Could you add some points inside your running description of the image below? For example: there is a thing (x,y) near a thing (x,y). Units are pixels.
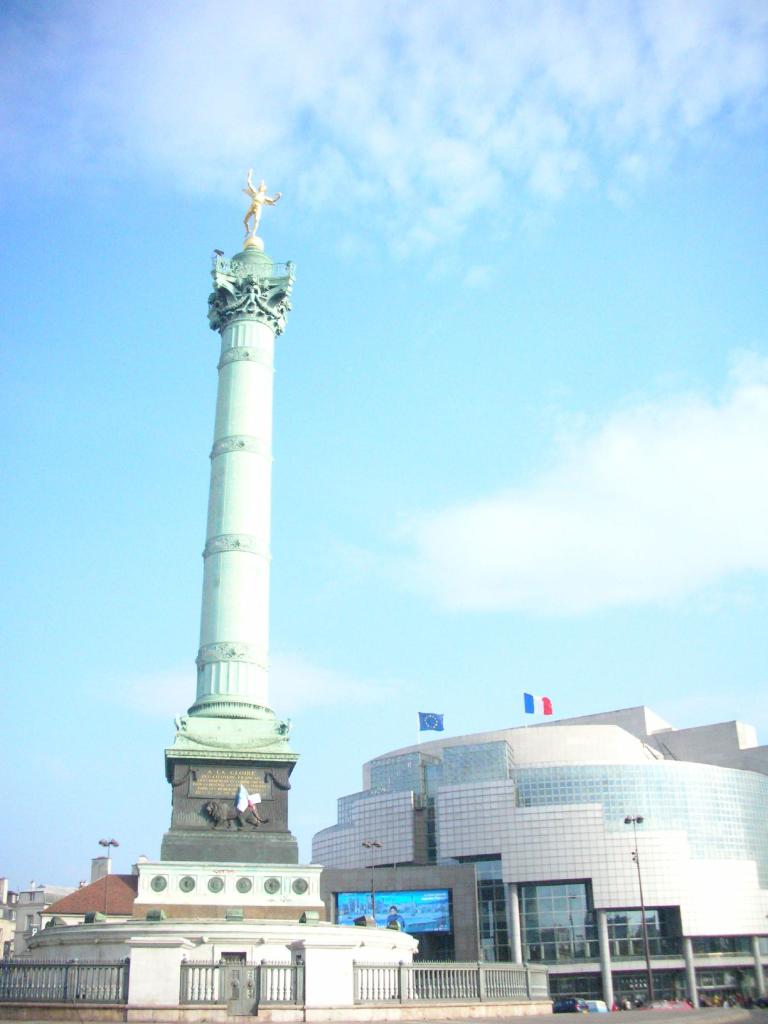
In the background (565,100) we can see clouds (487,63) in the sky (413,143). In this picture we can see buildings (689,947), poles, flags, screen (443,930), few objects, tower (251,920), statues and railing (397,972).
